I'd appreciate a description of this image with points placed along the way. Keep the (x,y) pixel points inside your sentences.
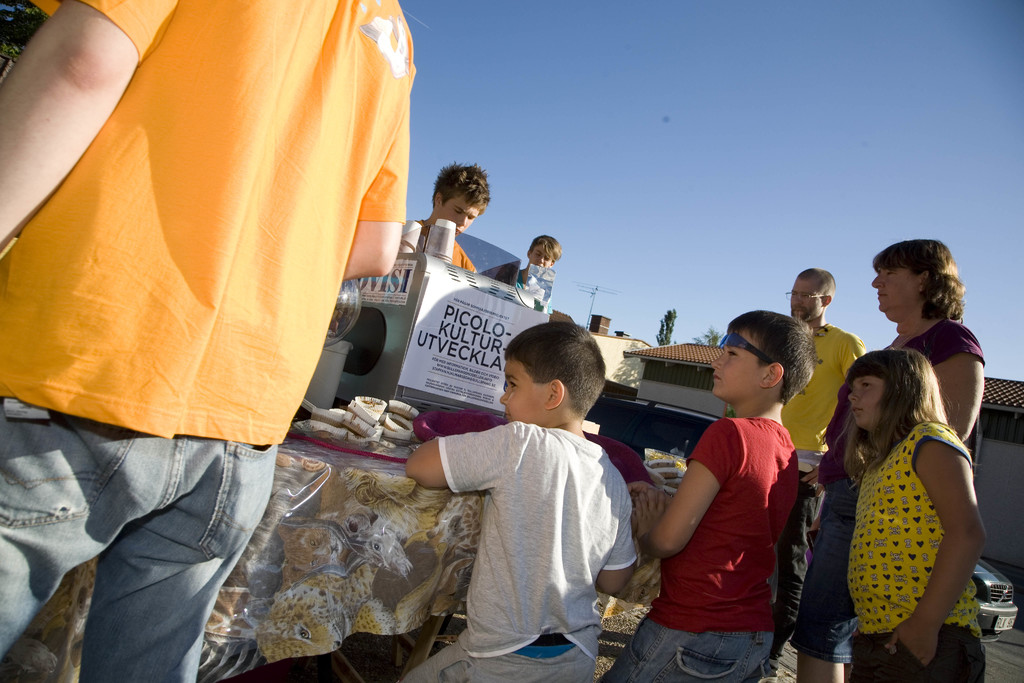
This picture describes about group of people (534,444), in front of them we can see a machine (411,385) and few other things (372,425) on the table (405,446), in the background (658,374) we can find few buildings (662,392), trees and a car (1000,594).
